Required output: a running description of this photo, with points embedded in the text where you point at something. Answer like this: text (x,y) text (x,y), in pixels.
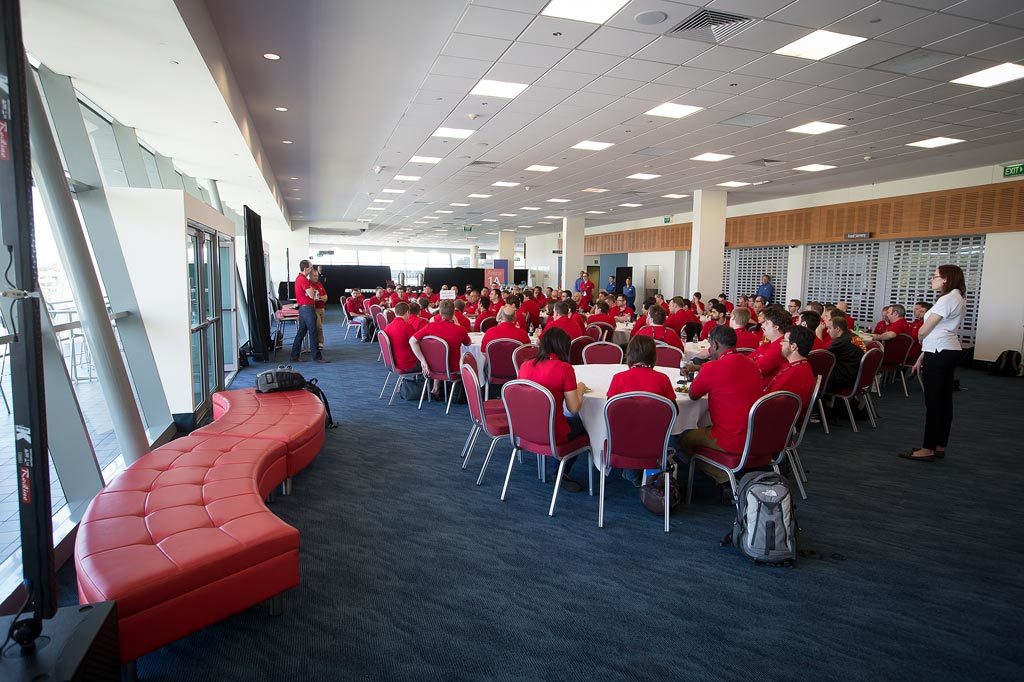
In this picture we can see group of people (724,394), few (803,377) are seated on the chair (633,430), and few persons (934,413) are standing, and we can find a bag (770,484) and couple of lights (580,143).
